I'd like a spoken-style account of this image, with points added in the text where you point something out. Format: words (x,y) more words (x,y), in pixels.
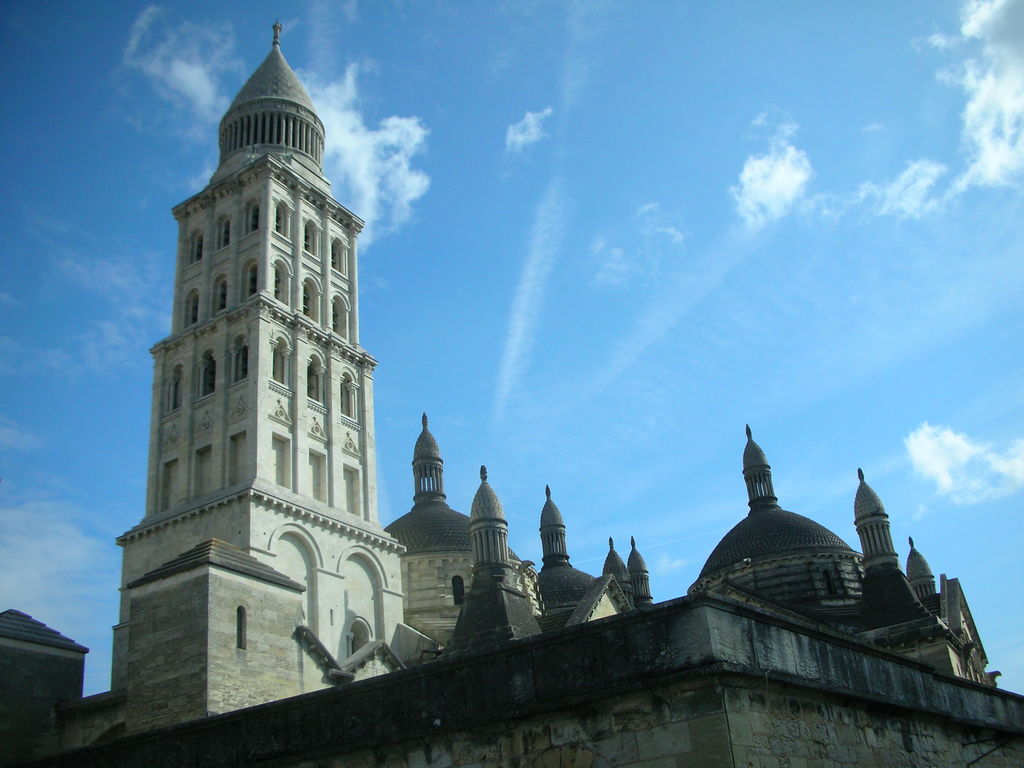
In this image there is a wall (728,677) in the foreground (718,646). There is a tall building (313,490). There are clouds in the sky (443,339).
